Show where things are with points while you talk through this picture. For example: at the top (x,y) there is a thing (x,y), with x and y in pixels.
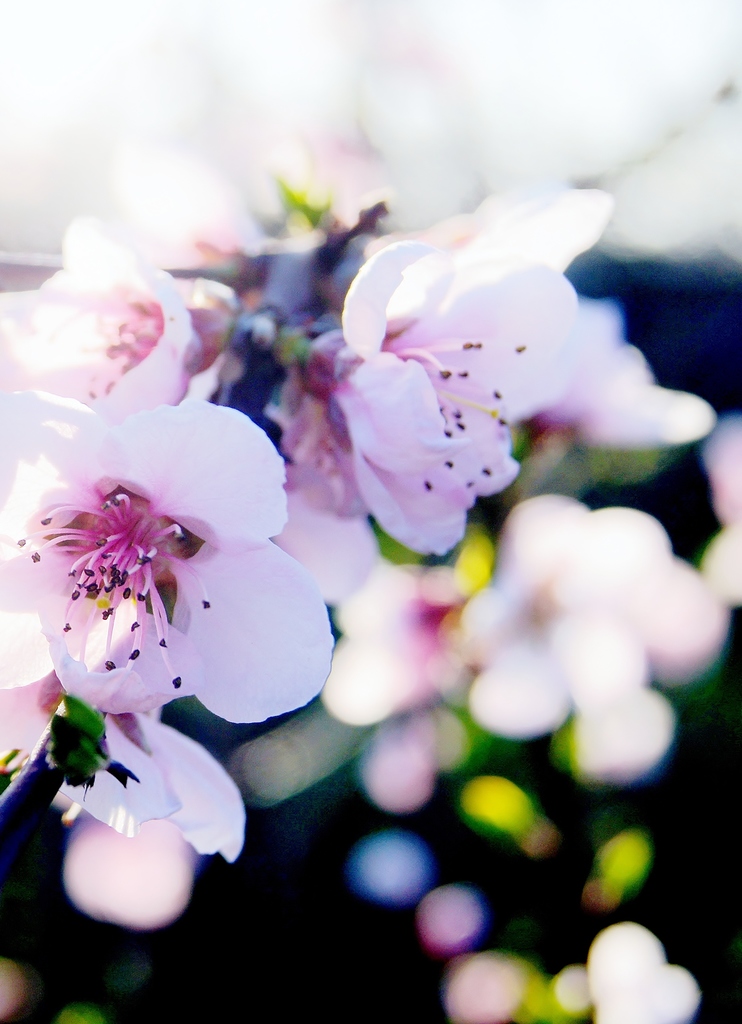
In this image in the front (259,397) there are flowers (333,437) and the background (739,522) is blurry.
